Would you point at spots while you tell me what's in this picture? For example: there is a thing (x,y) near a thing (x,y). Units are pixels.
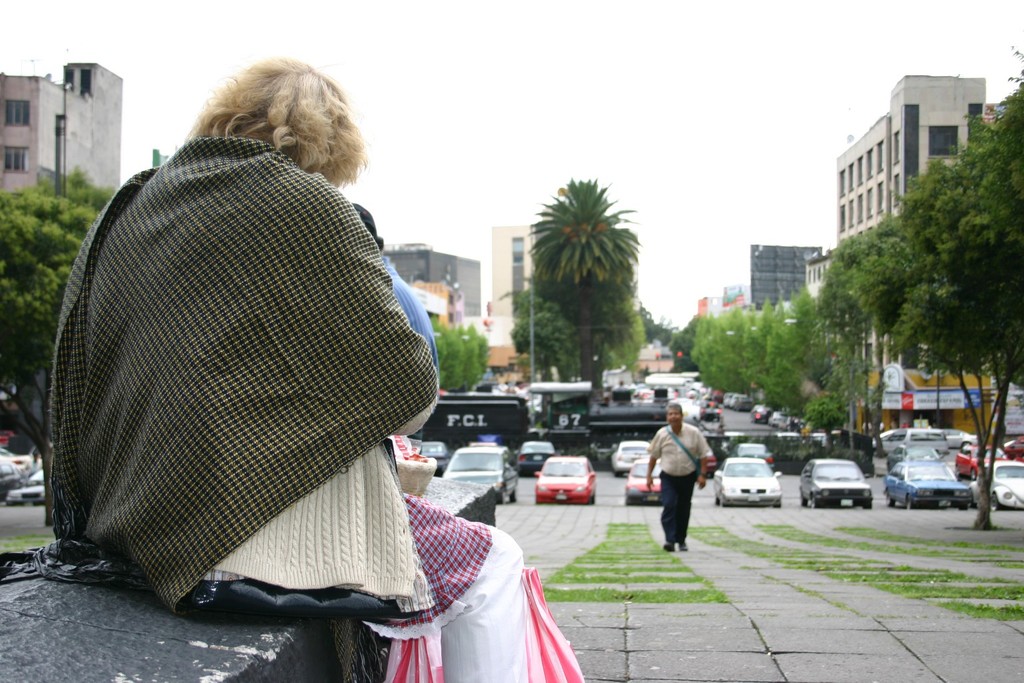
In this image there is a person (283,427) sitting on the wall (234,619) and there is a person (663,494) walking on the road (718,603), behind him there are few vehicles (745,462) are moving on the road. At the center of the image (572,333) there are trees (563,270). On the right (800,277) and left side of the image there are buildings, in front of the buildings (929,414) there are trees (766,390). In the background (656,68) there is a sky (613,58).
